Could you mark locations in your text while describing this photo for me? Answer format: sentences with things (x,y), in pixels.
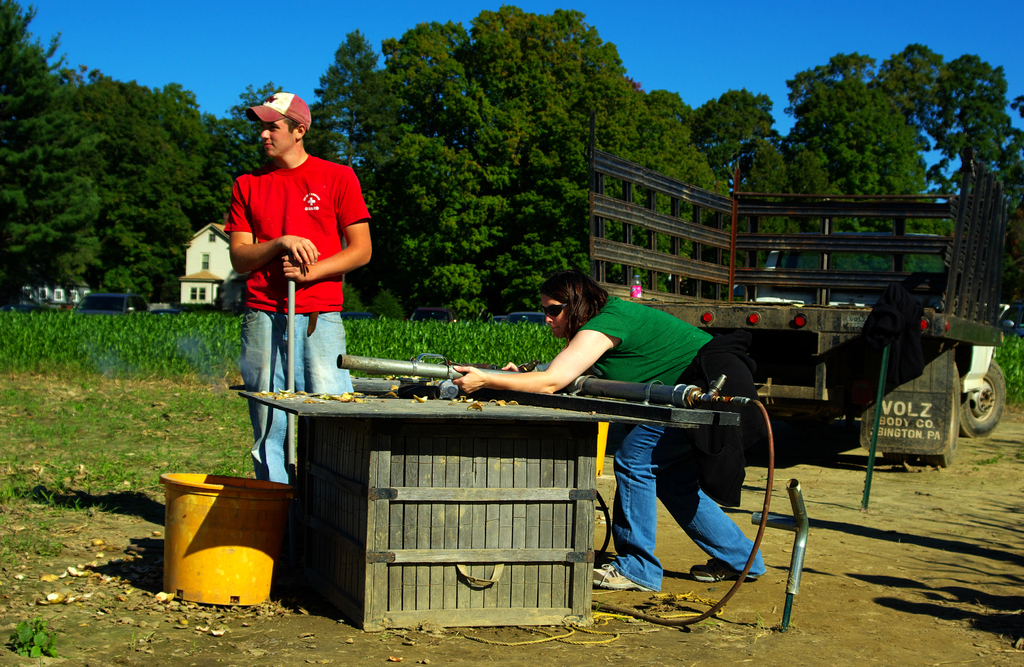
In this picture there are two people (492,380) holding rods (474,376) and we can see objects (610,404) on the wooden box (442,458), basket (220,480), pipe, leaves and pole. We can see vehicle (935,418) on the ground (938,495), grass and plants (1014,347). In the background of the image (420,321) we can see houses (59,301), trees (0,147), vehicles (104,297) and sky (292,40) in blue color.
